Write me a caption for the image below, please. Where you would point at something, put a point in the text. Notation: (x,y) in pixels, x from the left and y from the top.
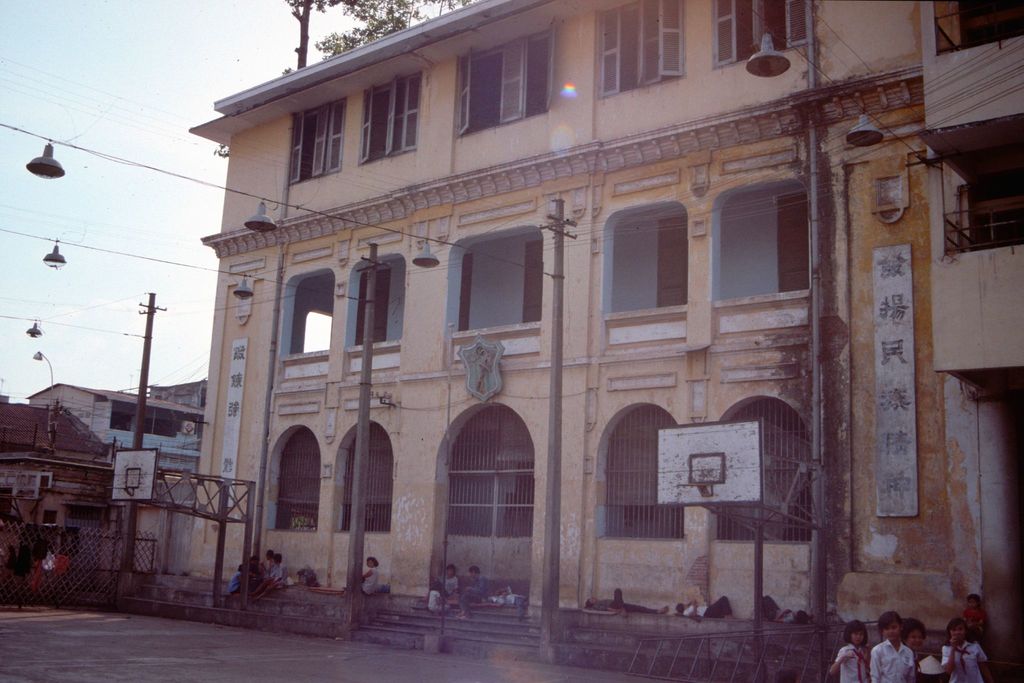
At the bottom of the image (236,590) few children (236,590) are standing, sitting and lying. Behind them there are some poles (358,579), buildings (998,492) and trees (291,0). In the top left corner of the image (161,25) there is sky (125,179).
